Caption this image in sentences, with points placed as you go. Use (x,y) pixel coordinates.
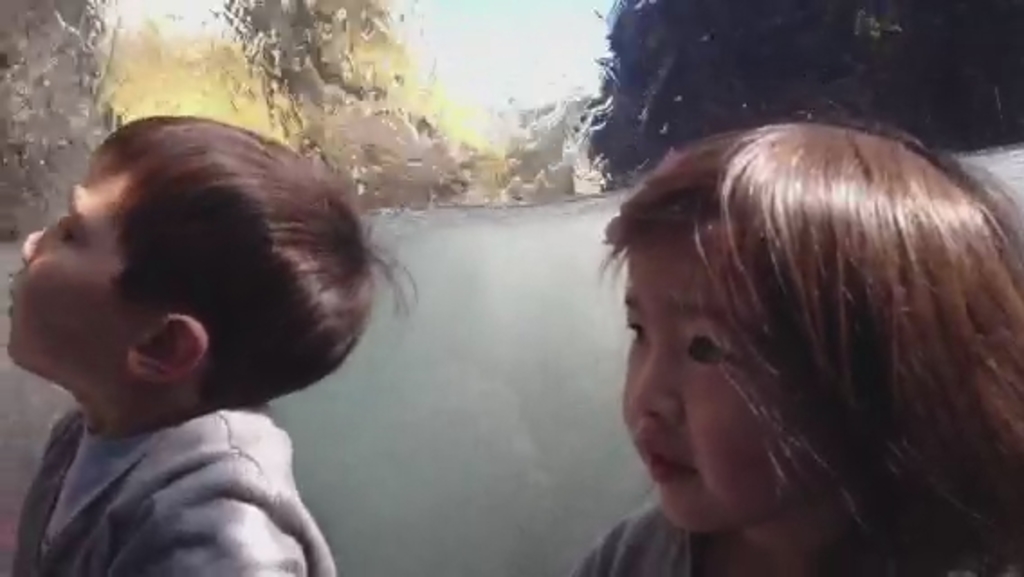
In the foreground of the picture (167,325) there are two kids (690,428), behind them there is a glass tank (478,71).
